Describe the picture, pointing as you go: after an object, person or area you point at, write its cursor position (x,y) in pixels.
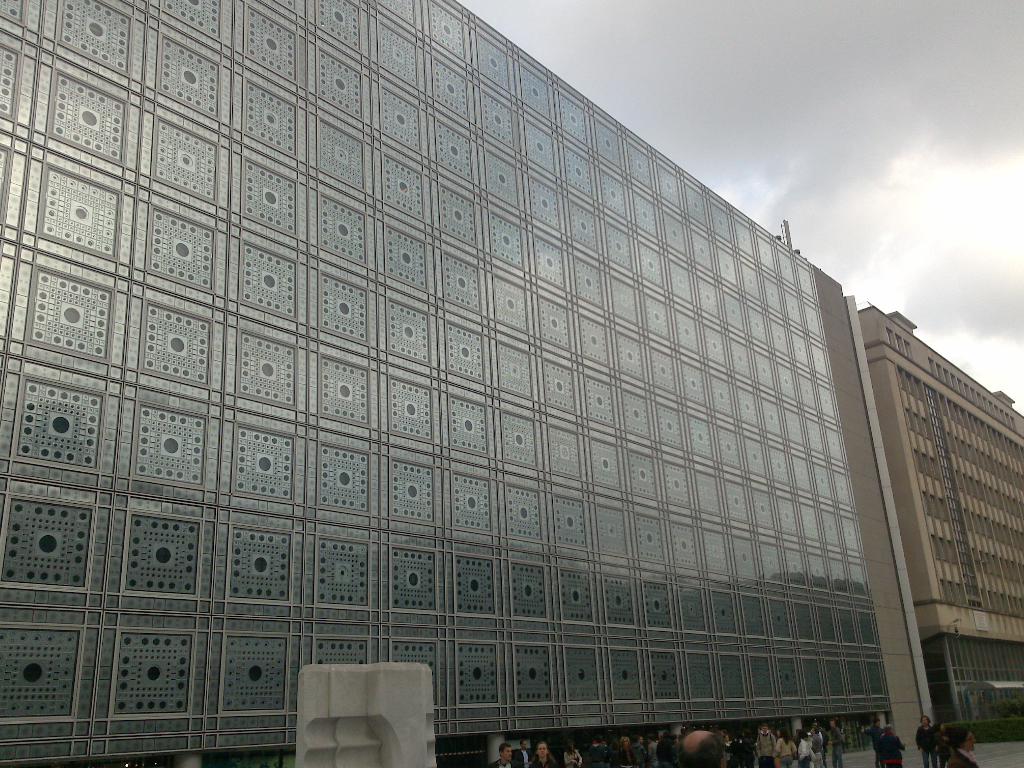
This image is taken outdoors. At the top of the image (735,93) there is the sky (891,238) with clouds (838,84). In the middle of the image (562,489) there are two buildings (927,540) with walls (932,543), windows (931,465), roofs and doors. At the bottom of the image (820,744) many people (760,748) are walking on the road (987,745) and a few (938,739) are standing.
